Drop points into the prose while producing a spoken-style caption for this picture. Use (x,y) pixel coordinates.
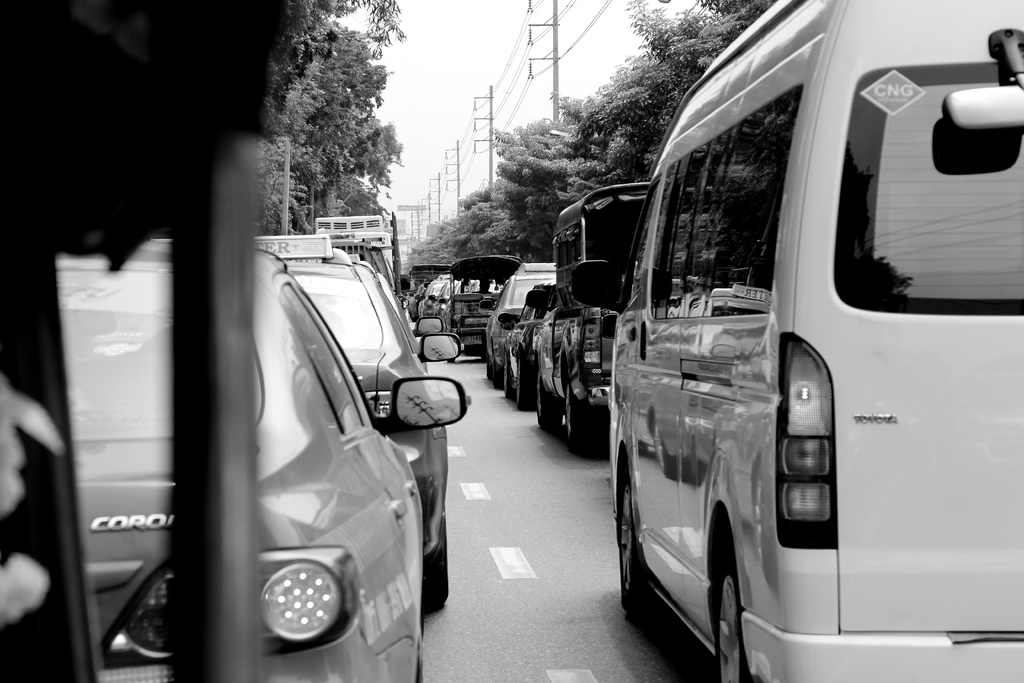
In this picture there are cars (264,294) in series on the right (943,551) and left side of the image (131,411) and there are trees (285,111) and poles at the top side of the image (312,19).
